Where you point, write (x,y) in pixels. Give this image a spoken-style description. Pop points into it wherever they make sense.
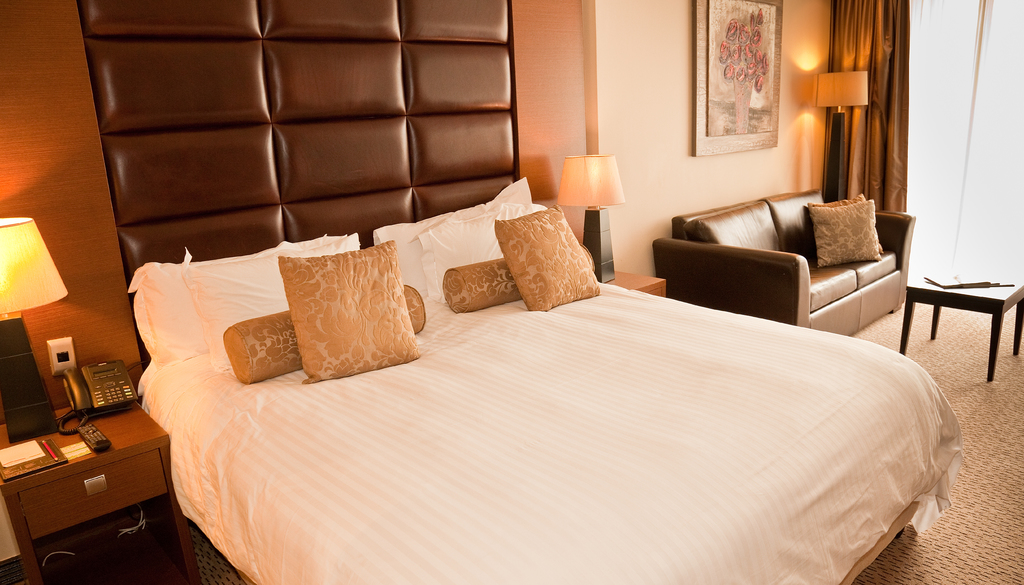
In this image I can see a bed (502,456) and few cushions (352,270) on it. I can also see few lamps (27,246), a telephone (91,377) and a sofa (808,238). On this wall (652,130) I can see a painting (760,45).
